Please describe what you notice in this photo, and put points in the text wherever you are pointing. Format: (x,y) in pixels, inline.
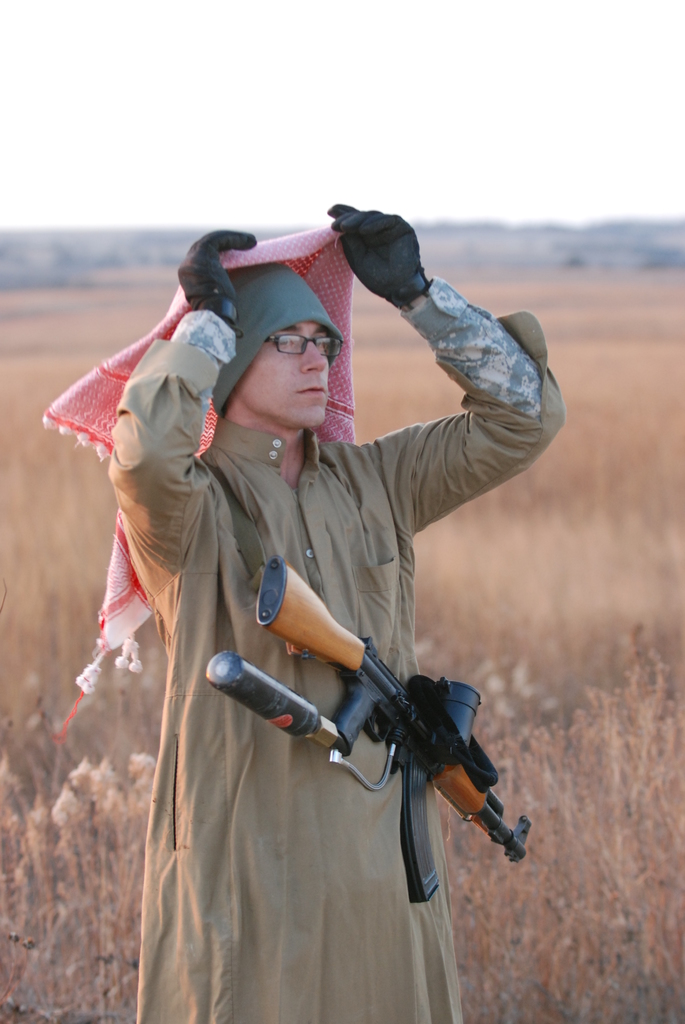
In this image we can see a man (354,553) wearing a gun (408,712) with a belt (260,571) standing on the ground (581,558) holding a scarf (207,427). We can also see some plants (594,534) and the sky (482,193).
